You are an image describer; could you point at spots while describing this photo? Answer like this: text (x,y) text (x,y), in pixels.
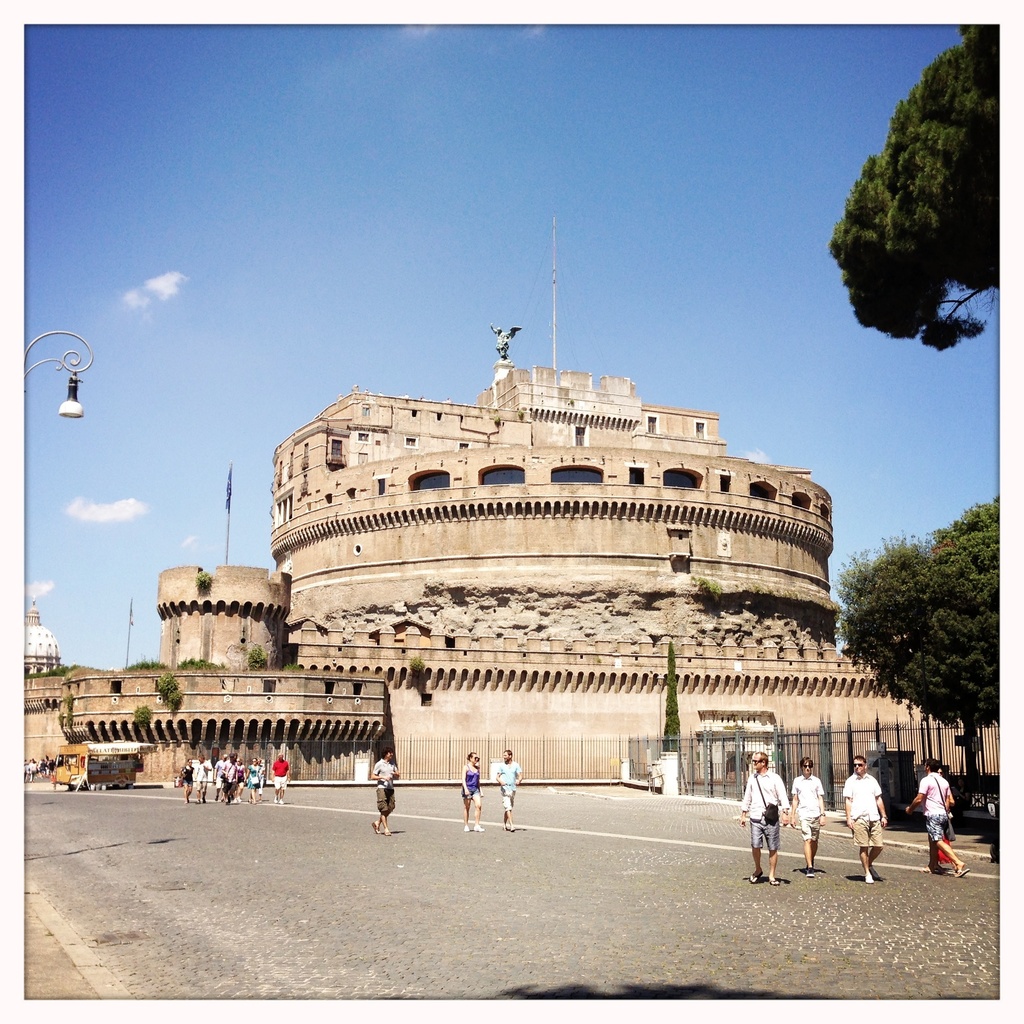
In this picture I can see the monuments (376,699). At bottom (255,761) I can see the three groups of persons (814,815) who are walking on the road (645,879). On the right (710,754) I can see the fencing (723,759) and trees (945,657). On the left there is a street light (91,351). At the top (414,72) I can see the sky (501,194) and clouds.
